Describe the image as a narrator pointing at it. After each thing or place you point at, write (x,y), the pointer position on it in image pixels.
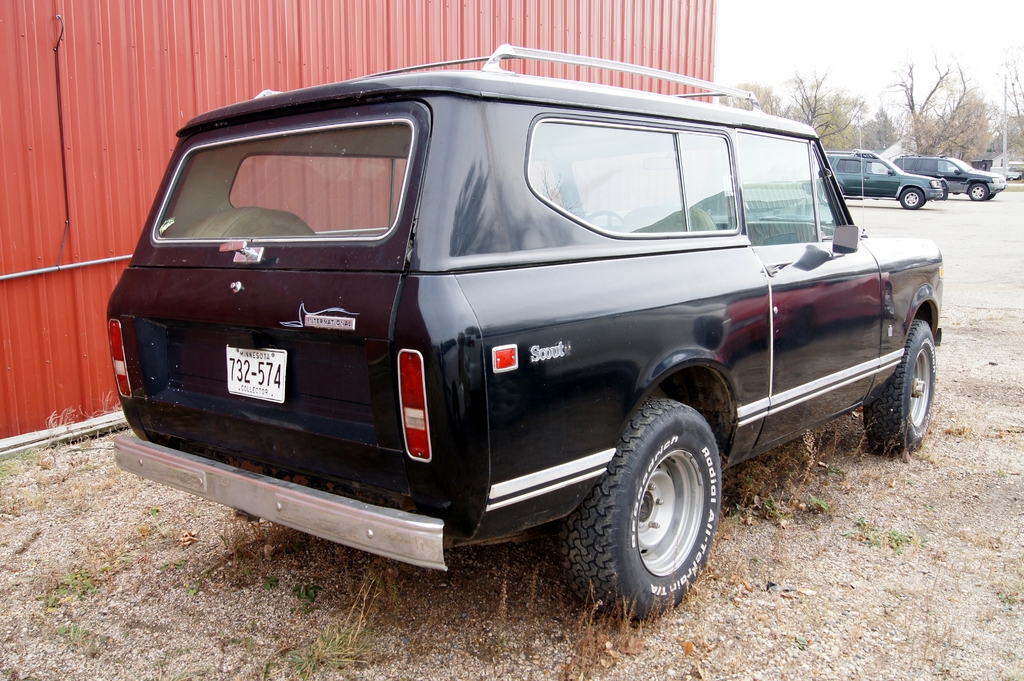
In this image in the foreground (666,274) there is one car (668,292), and in the background (65,291) there is a container (62,304) and some cars (932,190), trees (807,113), poles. At the bottom (70,597) there is a grass (368,596).
